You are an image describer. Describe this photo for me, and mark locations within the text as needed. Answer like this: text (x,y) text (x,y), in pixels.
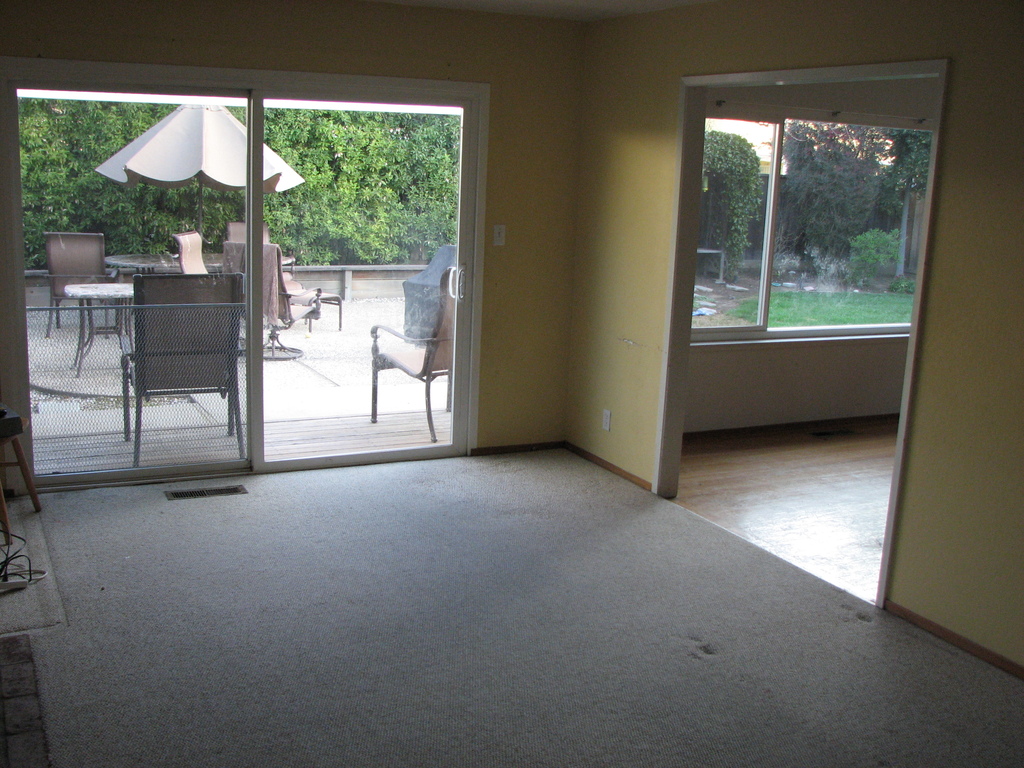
In this picture there is a inside view of the room (331,715). Behind there is a glass door (248,357) from which some metal chairs (265,327) and tables (166,263) are seen. In the background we can see some trees (129,199).
